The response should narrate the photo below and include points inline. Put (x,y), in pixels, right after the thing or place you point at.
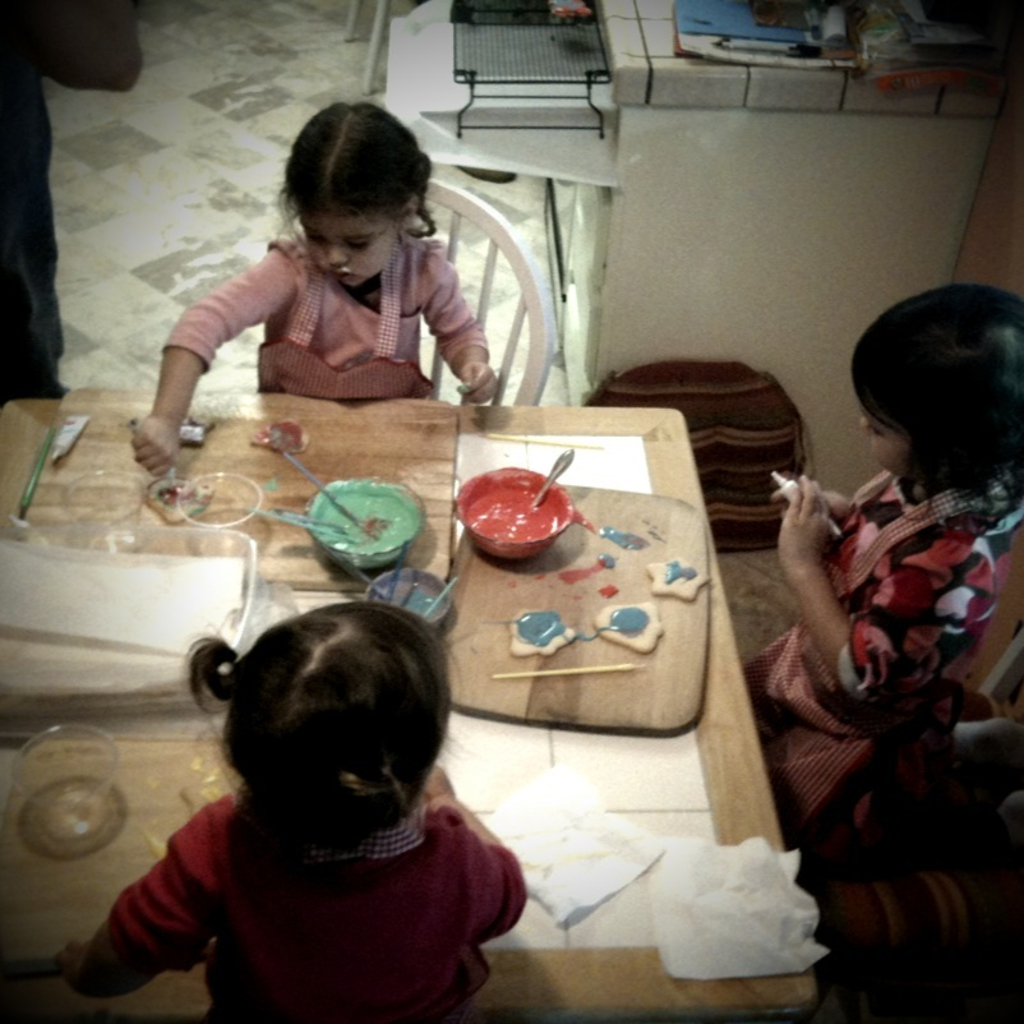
In this image, There is a table (760,1008) which is in yellow color and there are some bowls (522,536) on the table (643,430), There are some kids (433,784) sitting on the chairs (740,501), In the background (690,348) there is a white color desk (778,235) and there are some objects (578,75) placed in black color and there is a floor (190,166) in white color.
